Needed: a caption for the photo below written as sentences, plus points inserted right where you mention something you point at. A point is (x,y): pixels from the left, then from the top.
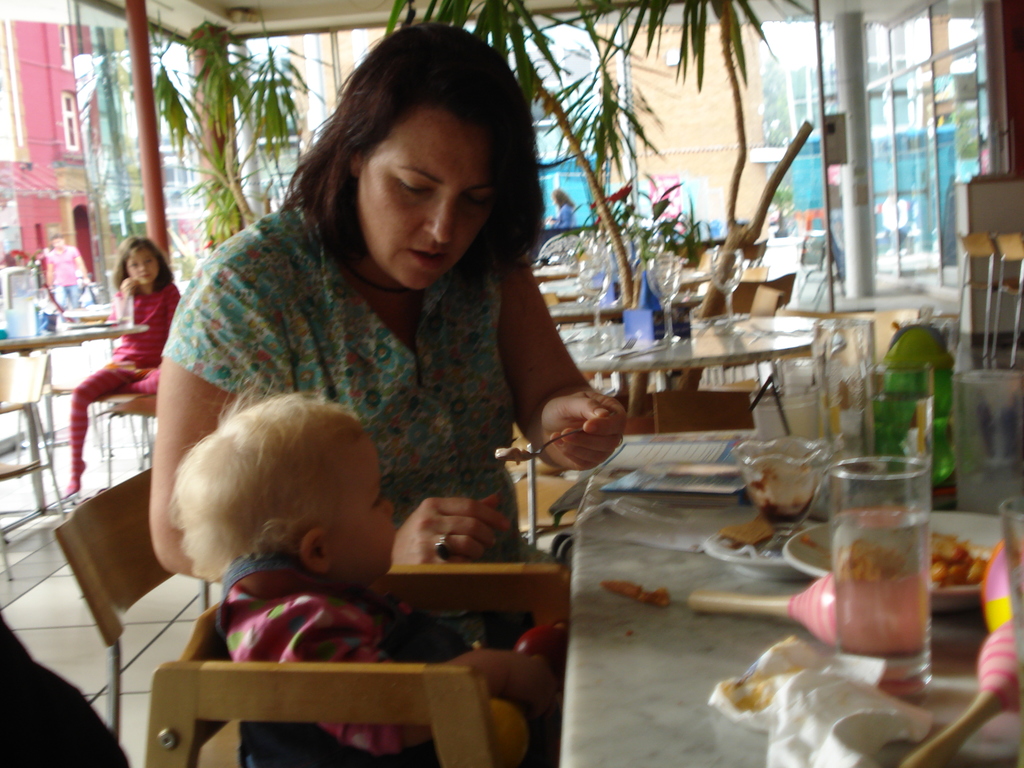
In this image we can see a woman (557,387) sitting on a chair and she is feeding her baby (369,518) who is on the right side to this woman (431,452). In the background (163,307) we can see a girl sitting on a chair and there is a person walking on the road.
